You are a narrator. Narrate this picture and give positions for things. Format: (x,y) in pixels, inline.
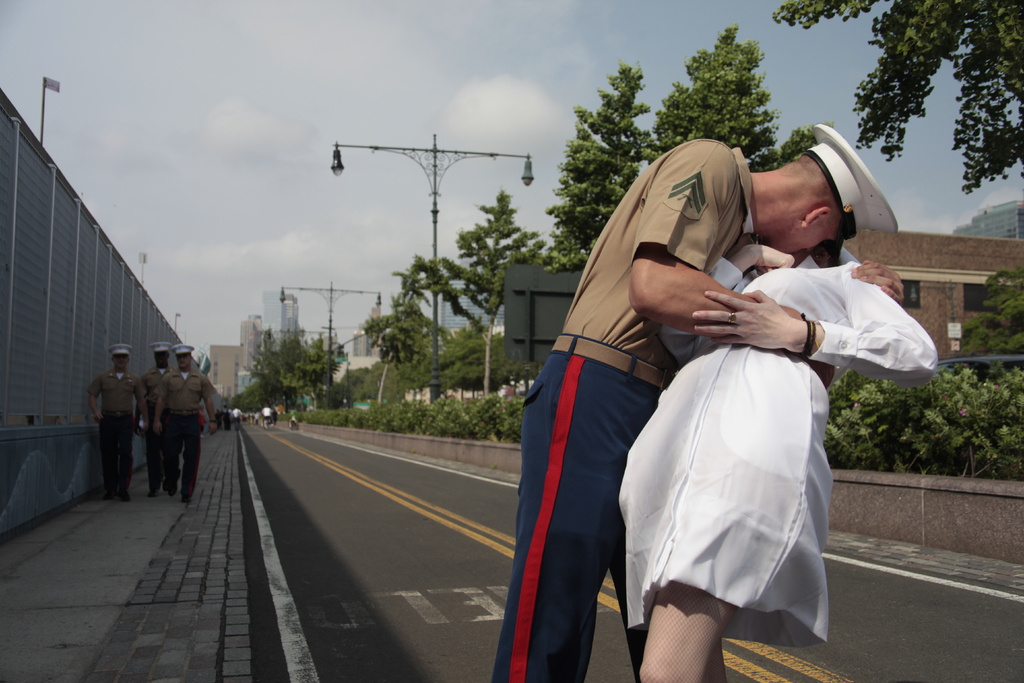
In this picture there is a man (601,577) who is wearing cap (819,158), shirt (602,293) and trouser (597,550). he is kissing to women (765,304) who is wearing white dress (707,499). On the left (146,414) there are three persons (150,392) who are walking on the street (120,519). Here we can see many persons (262,419) on the road (259,448). On the right (966,253) background (940,267) there is a building (951,260). On the divider (962,519) we can see street lights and plants (448,434). On the top (372,18) we can see sky (380,64) and clouds (307,116). In the background (278,312) we can see buildings (218,348), trees (405,351) and crane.
